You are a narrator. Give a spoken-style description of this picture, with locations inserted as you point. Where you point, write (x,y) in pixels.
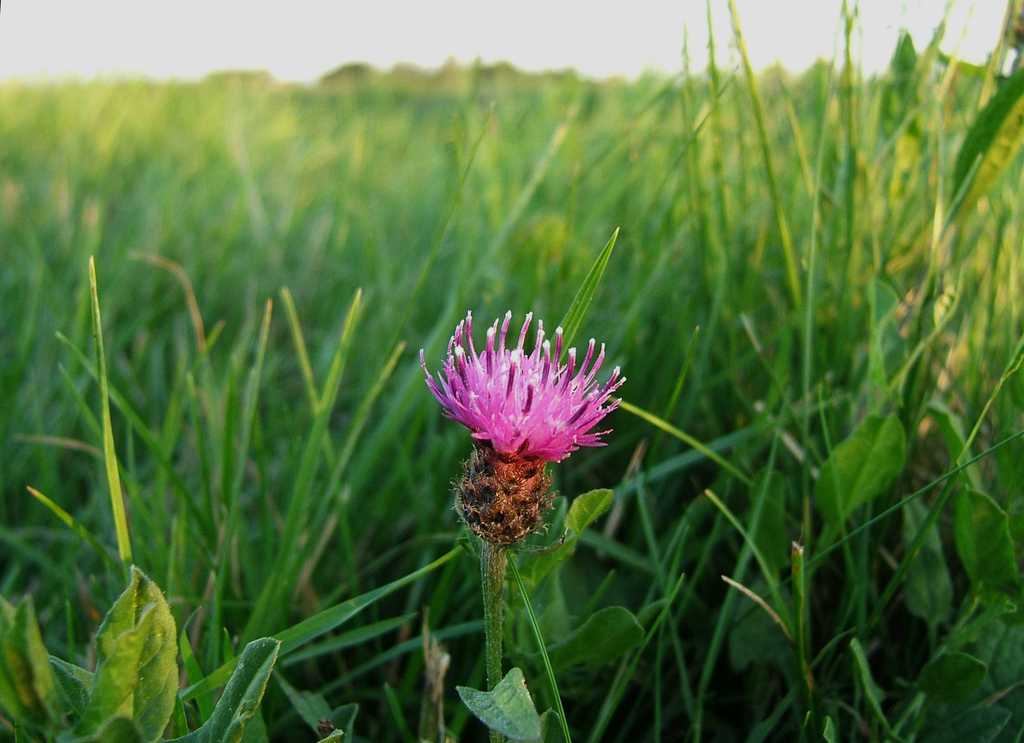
There is a flower (499,538) with stem (488,637) at the bottom of this image (537,509), and there is a grass (154,374) in the background (859,357). There is a sky (451,36) at the top of this image (518,36).
